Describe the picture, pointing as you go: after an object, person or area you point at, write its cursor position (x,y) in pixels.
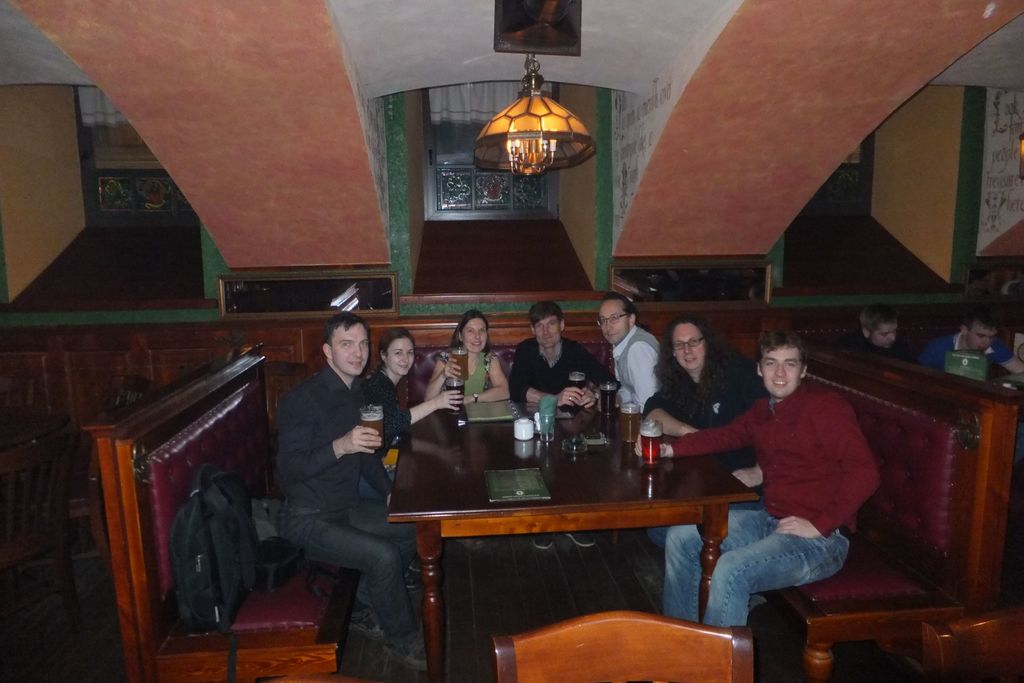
In this image, few peoples (757,455) are sat on the sofa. Left side (204,562), we can see backpack (188,553). At the roof (329,184) we can see chandelier (518,141) is hanging. Here there is a silver color window (464,207) and curtain (461,120) here. On top of the table (575,479), few items (506,486) are placed.
